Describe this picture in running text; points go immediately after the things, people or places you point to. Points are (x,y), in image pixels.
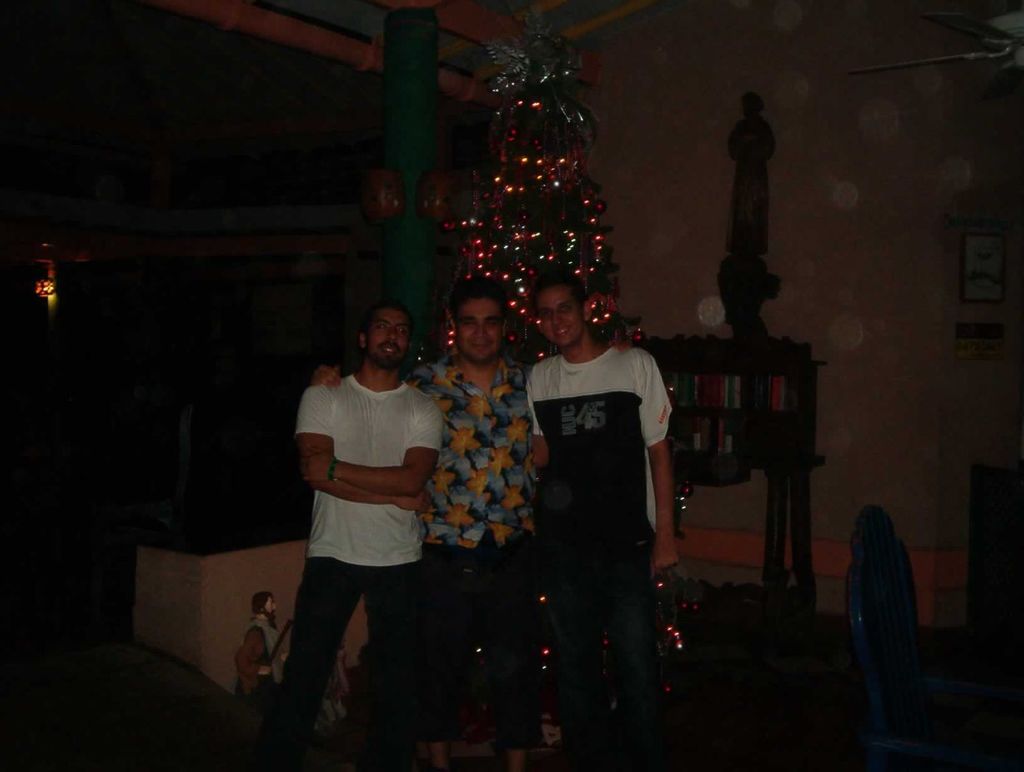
In the image we can see three men (395,483) standing, wearing clothes (485,489) and they are smiling. Here we can see the Christmas tree (563,166) and decorative lights (543,653) on it. Here we can see books (710,397) kept on the shelf (709,410). Here we can see chairs (899,701), toy (267,652) and the background (302,303) is dark.
